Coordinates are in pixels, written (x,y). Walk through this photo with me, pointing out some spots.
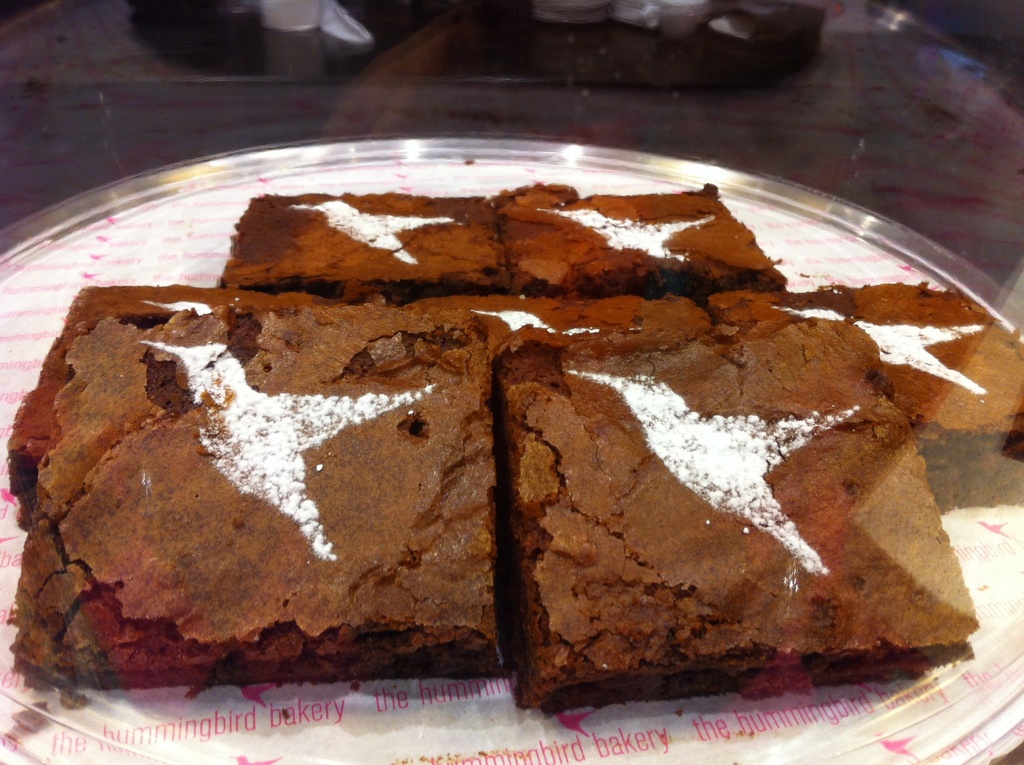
In this picture we can see food items (385,278) on a surface (199,176), glass (385,155) and in the background (470,73) we can see some objects (708,65).
